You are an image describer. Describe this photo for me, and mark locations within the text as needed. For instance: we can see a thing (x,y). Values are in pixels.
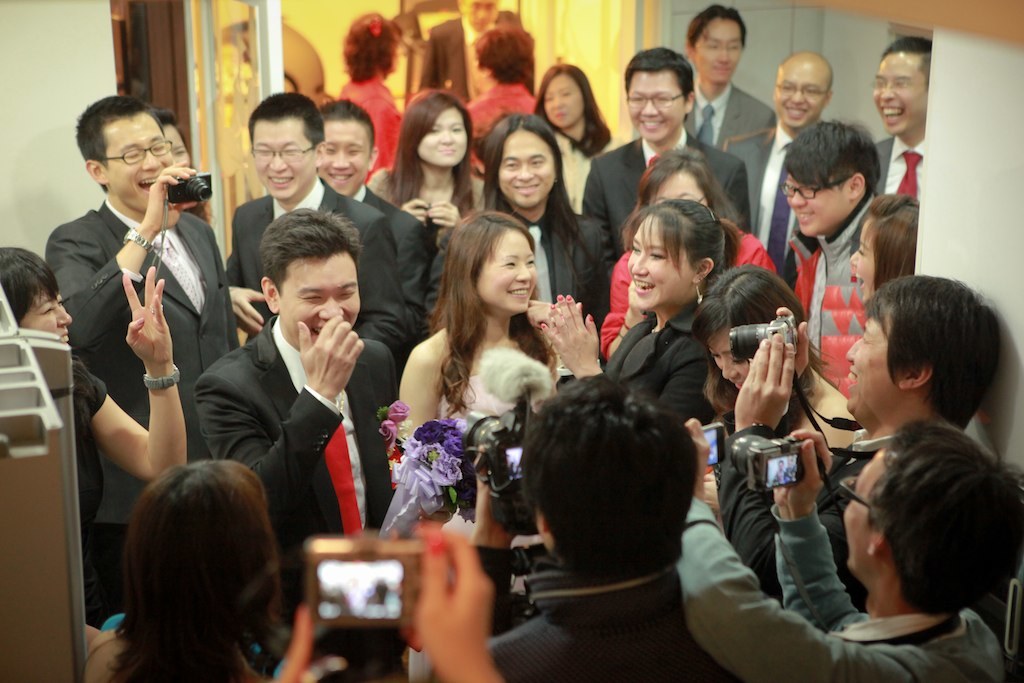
In this image, there are a few people (820,179). Among them, some people (809,488) are holding cameras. We can also see the wall (985,145) and some objects (14,653) on the left (5,664). We can see some white colored objects (274,80).
